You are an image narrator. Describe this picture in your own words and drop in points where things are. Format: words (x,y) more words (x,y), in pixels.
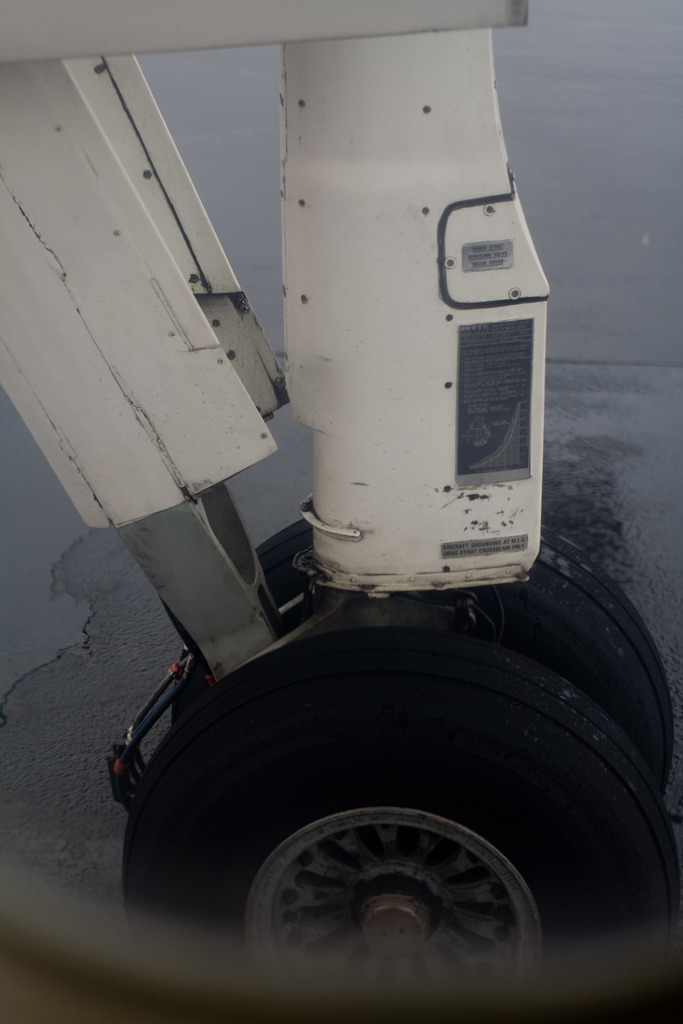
In this picture we can see wheels (292,764) on the ground (586,357) and metal objects (186,341).
